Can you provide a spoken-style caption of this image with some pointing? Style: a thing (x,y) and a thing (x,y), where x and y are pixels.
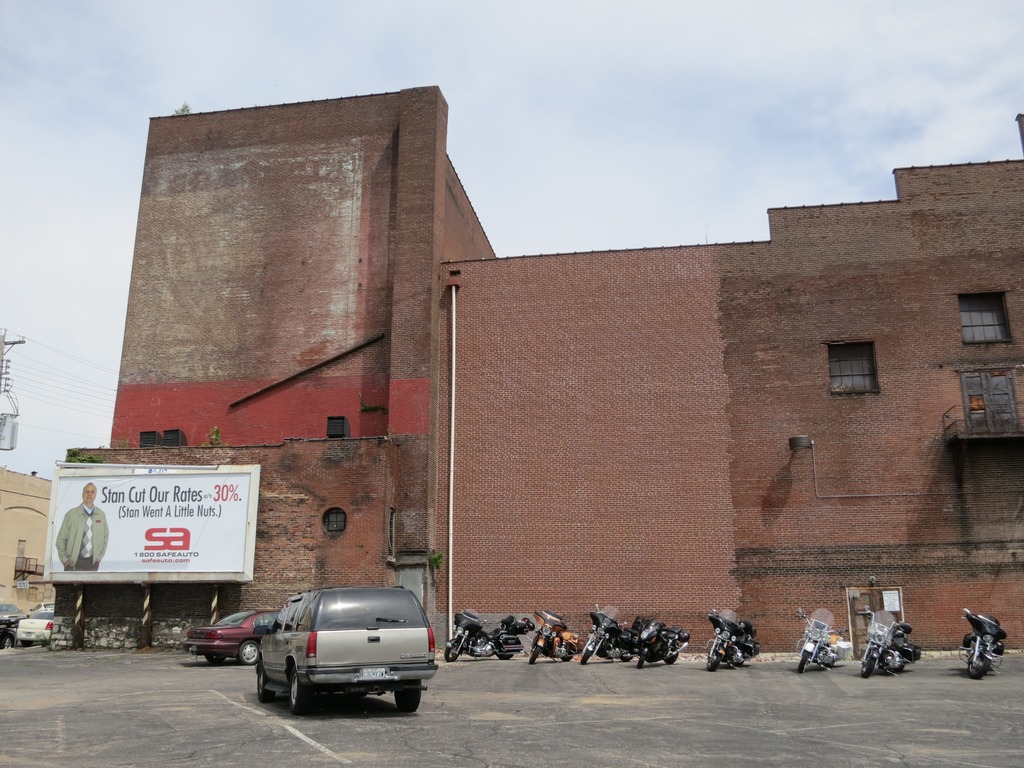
Here in this picture we can see a building (489,498) present over there and we can see windows (986,299) on the building (860,401) and on the road (955,661) we can see motor bikes (910,650) present all over there and we can see cars (366,626) also present over there and on the left side (242,478) we can see a banner (161,487) present on the building (239,462) and we can see clouds (636,191) in the sky (623,222).
